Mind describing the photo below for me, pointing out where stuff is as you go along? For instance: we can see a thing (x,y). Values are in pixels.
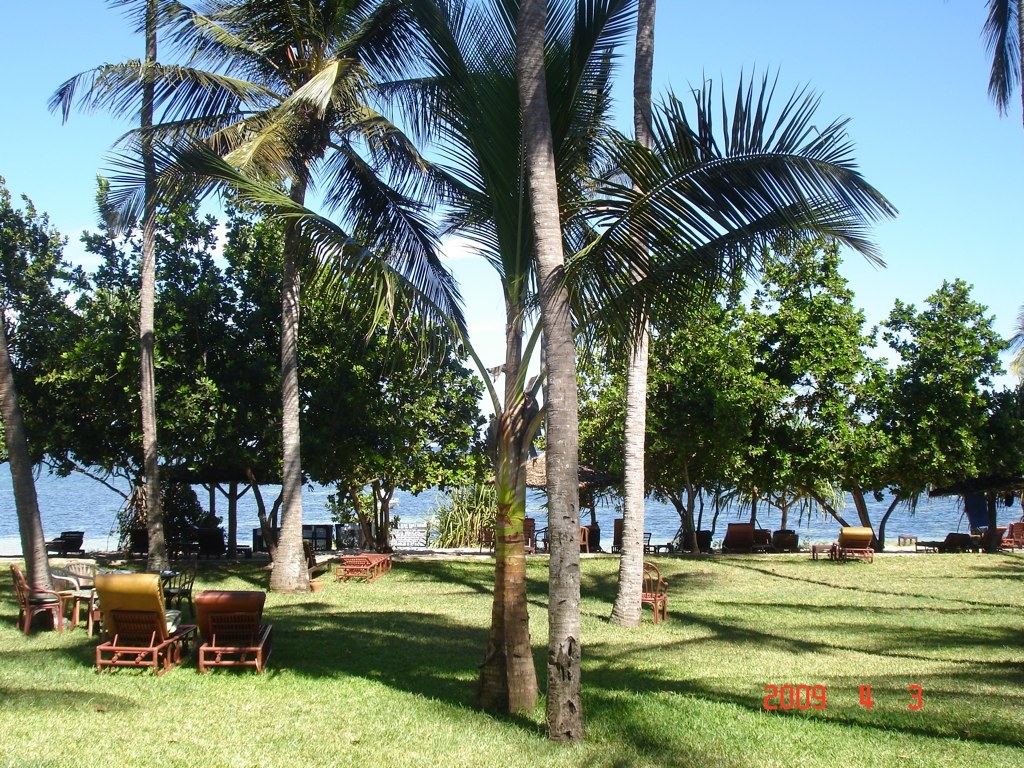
This picture is clicked outside. In the foreground (973,699) we can see the green grass (372,608), chairs (140,605), trees (634,586) and benches (781,547). In the center (653,494) there is a water body (128,491). In the background (931,208) we can see the sky (8,183). In the bottom right corner (924,689) we can see the numbers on the image.
